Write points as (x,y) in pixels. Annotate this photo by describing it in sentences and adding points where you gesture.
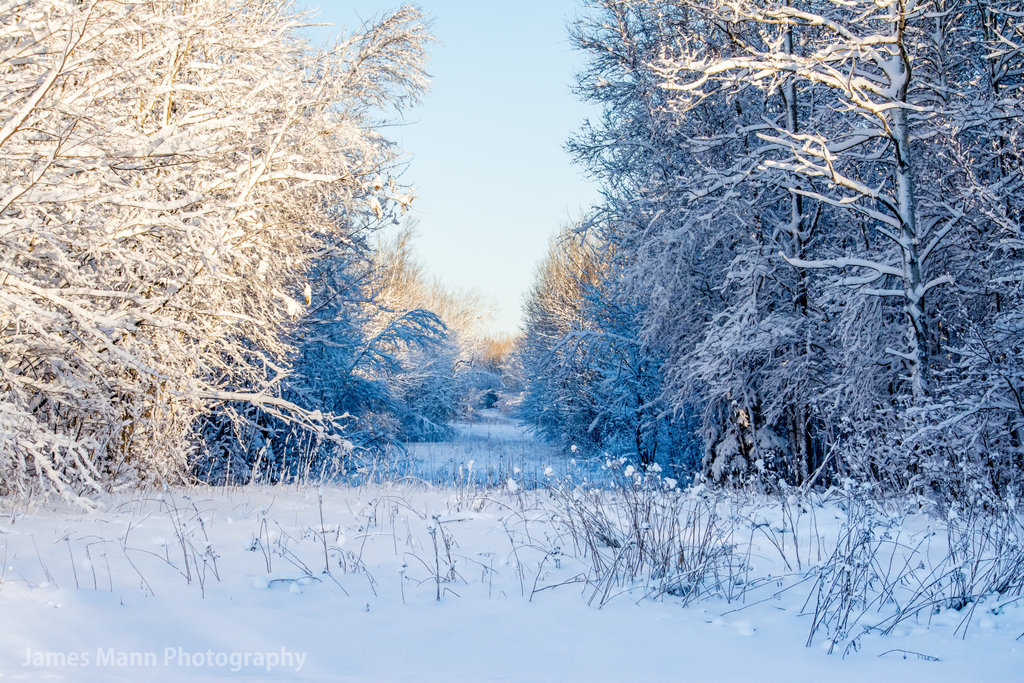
As we can see in the image there is snow (443,652), plants (611,501), flowers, trees (106,208) and sky (455,151).
